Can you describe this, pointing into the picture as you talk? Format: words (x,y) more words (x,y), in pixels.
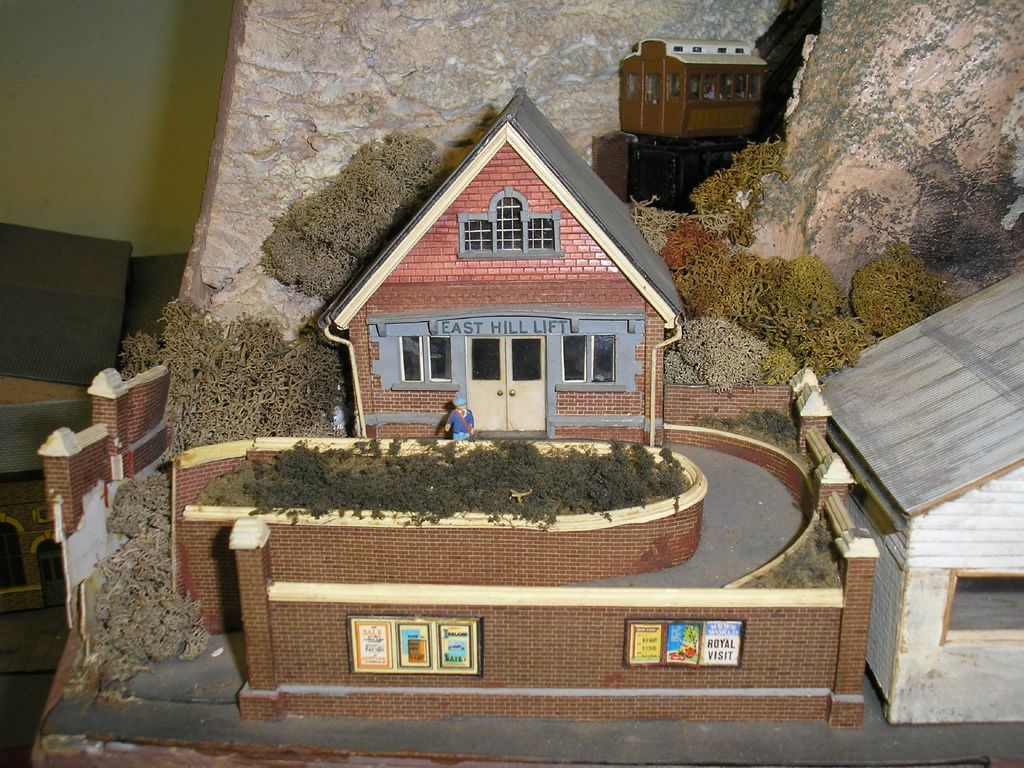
In this image, we can see some toy objects (437,409) like some houses (463,377), a person (446,426), trees (700,287), train (750,50), cave (324,3). We can also see the ground (9,701) and the wall (181,173).
